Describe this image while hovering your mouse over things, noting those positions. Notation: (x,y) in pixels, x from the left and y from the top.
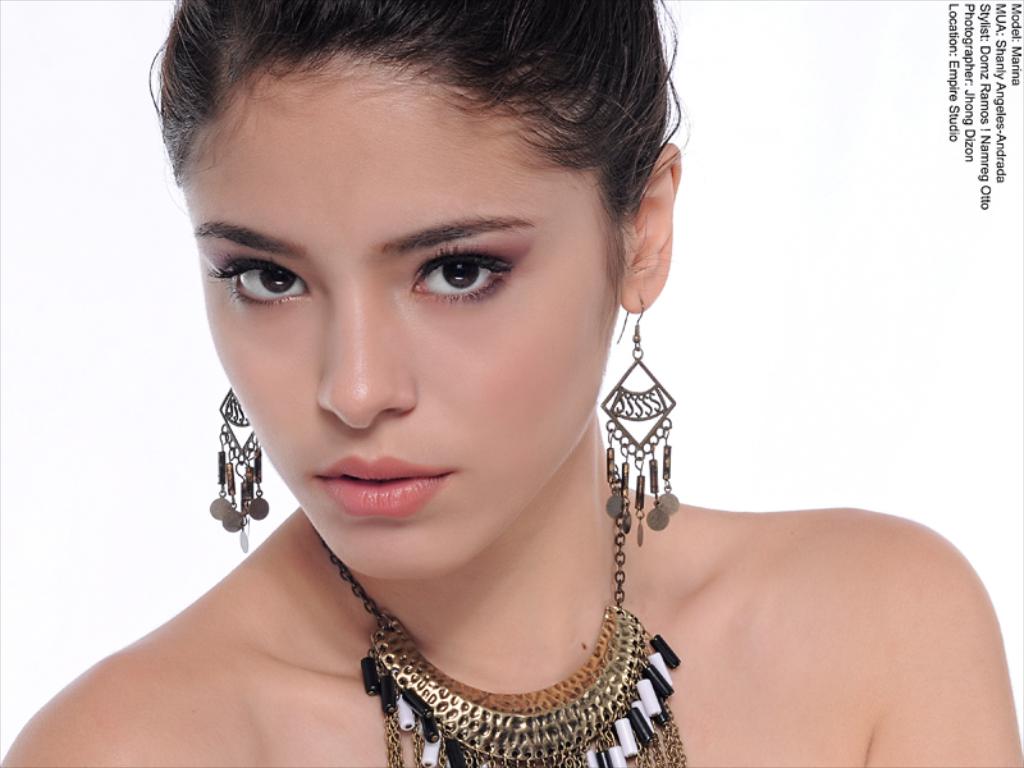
In this image I can see there is a woman (567,617) and she is wearing a necklace (617,577), earrings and there is something written at the right side (955,114) top corner of the image (985,55) and the backdrop of the image (1000,372) is white in color.
